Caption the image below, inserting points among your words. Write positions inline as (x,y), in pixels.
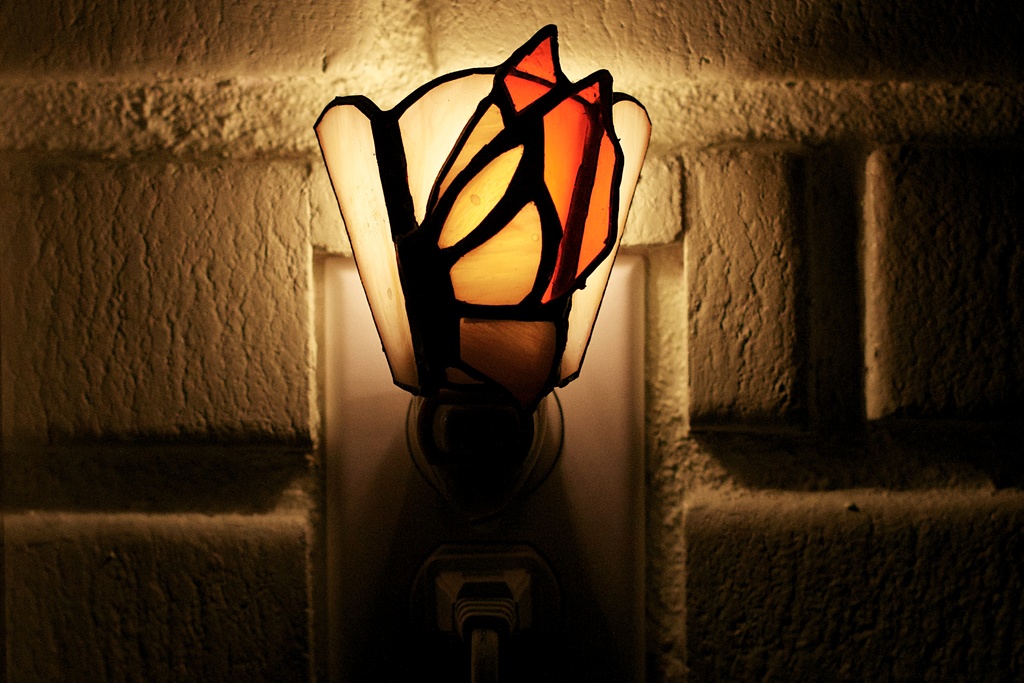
In the image there is a lamp (514,146) in the middle of wall (632,247).
